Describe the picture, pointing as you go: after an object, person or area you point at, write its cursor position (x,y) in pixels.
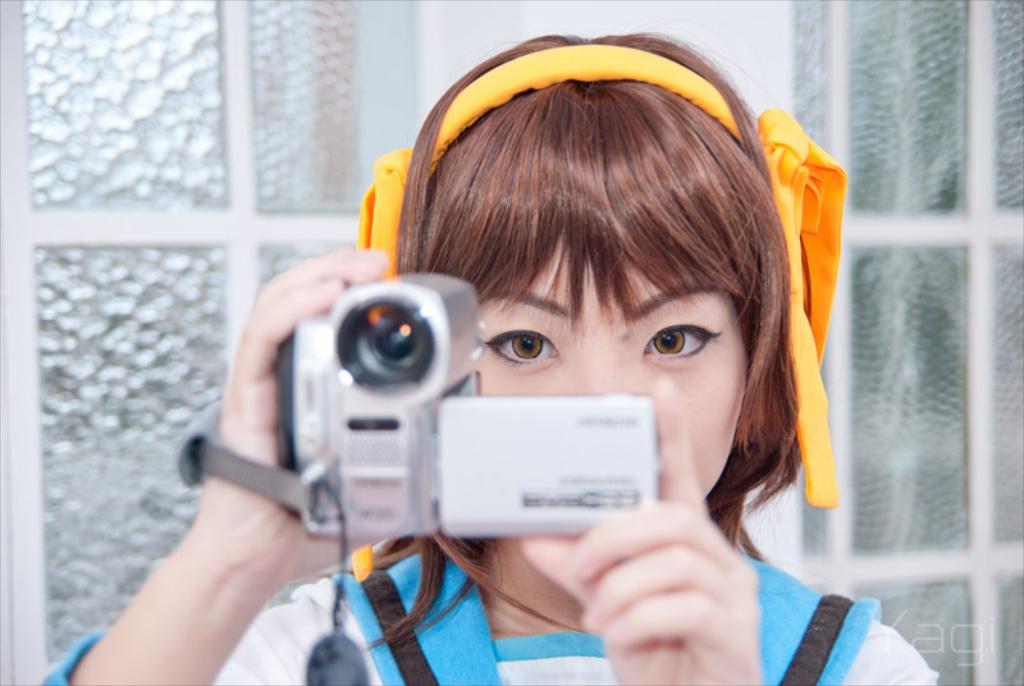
In this image a girl (360,589) is visible who is holding a camera (347,454) in her hand (621,532). In the background (913,70) window (893,86) are visible of glass (142,279). This image is taken inside a house (781,63).
